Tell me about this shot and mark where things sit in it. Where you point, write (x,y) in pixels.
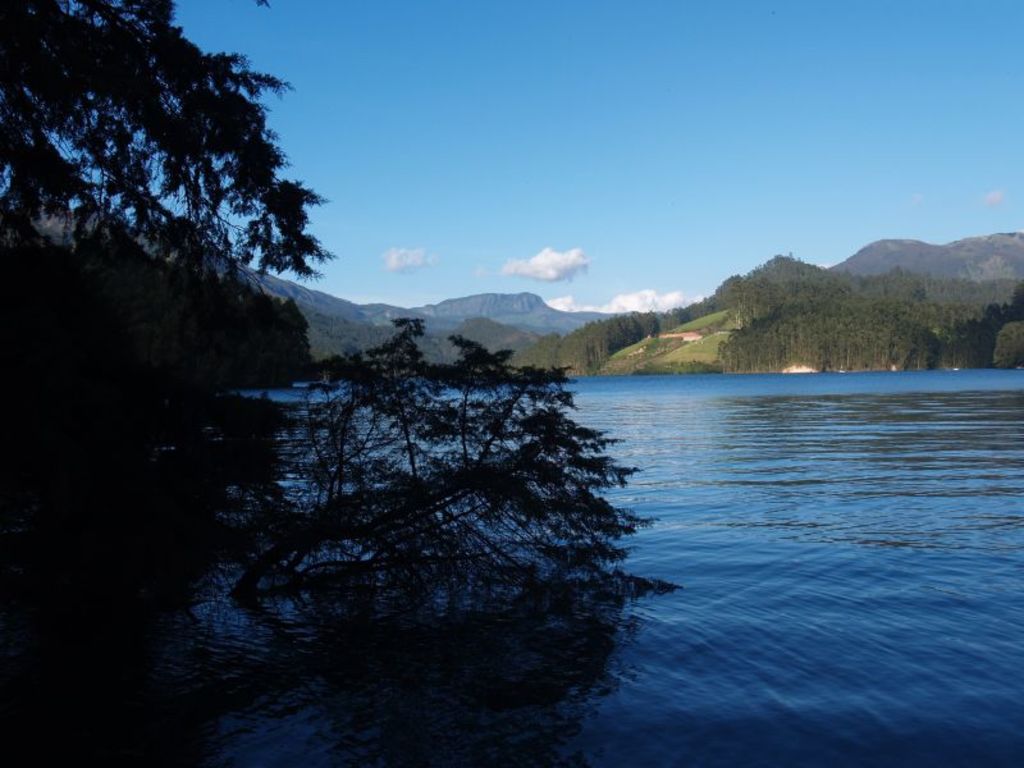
This is the water (778,491) flowing. These are the mountains (753,302) with the grass (723,339). I can see the trees (772,333) with branches (468,531) and leaves (127,142). These are the clouds (541,268) in the sky (663,267).
